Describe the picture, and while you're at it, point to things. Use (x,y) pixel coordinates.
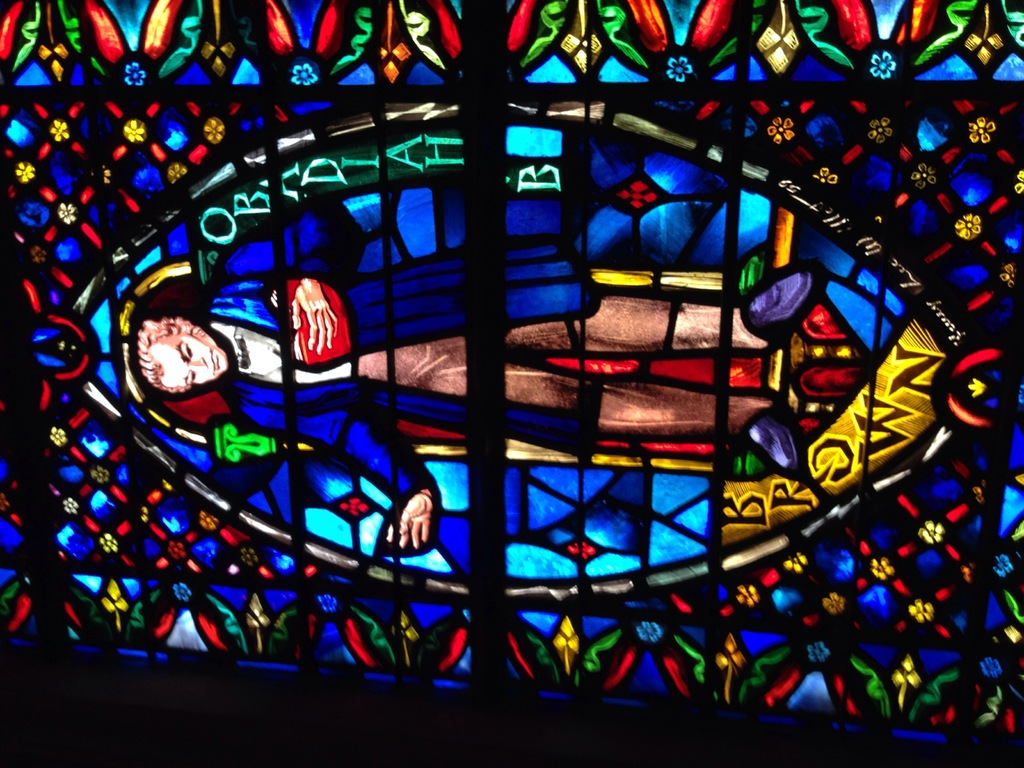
In this image we can see a stained glass (631,353).
